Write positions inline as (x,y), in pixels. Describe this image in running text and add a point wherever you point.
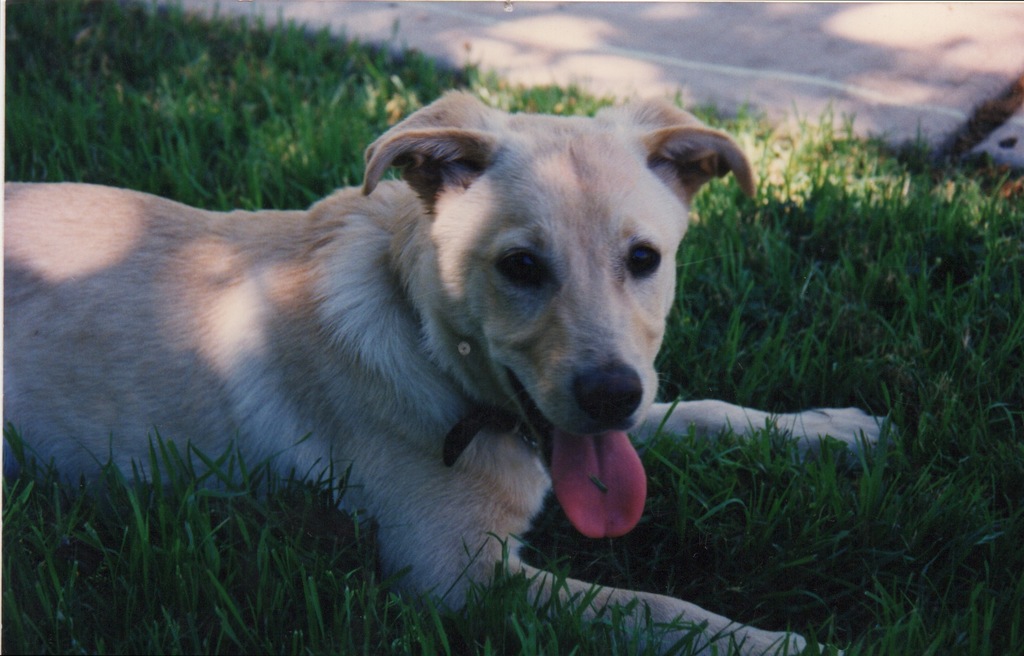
In this image we can see a dog (521,353), grass (782,364) and also the road (776,54).
